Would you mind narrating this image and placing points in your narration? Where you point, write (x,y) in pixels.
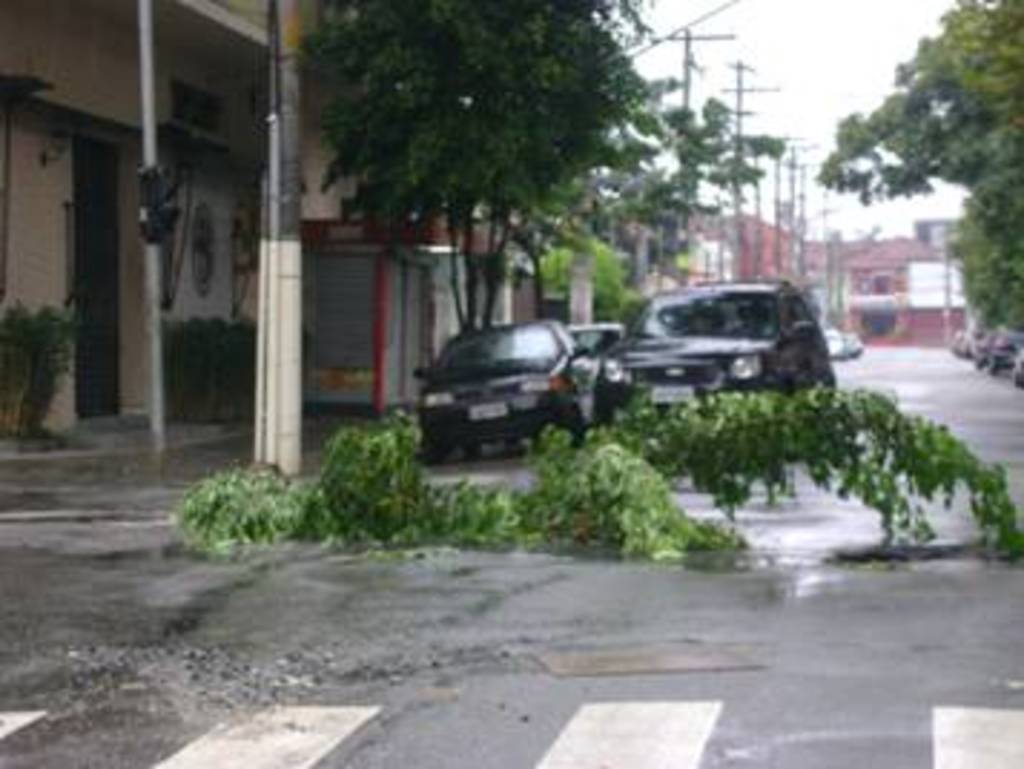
In the image there is a road (748,564) and on the road (847,516) there is a tree (231,491) fallen down, behind the tree (847,464) there are cars (659,342) and on the left side (111,215) there are some houses (10,86) and poles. Around the cars (477,342) there are trees (898,174).
